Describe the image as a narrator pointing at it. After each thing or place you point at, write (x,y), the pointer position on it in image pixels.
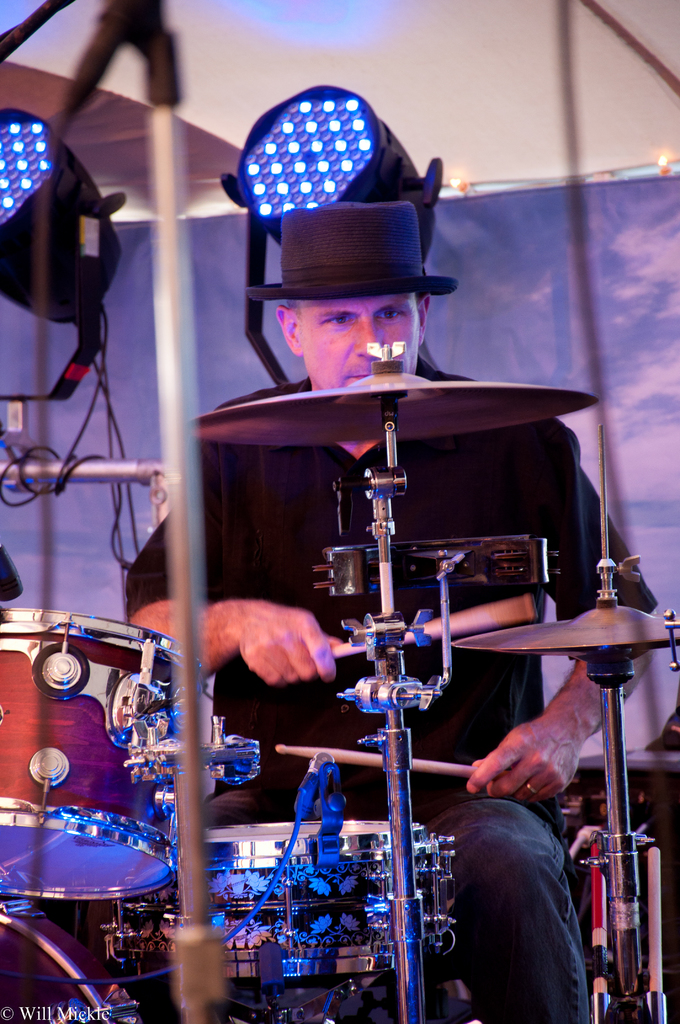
In this picture, there is a man (354,326) playing drums (294,885) by holding sticks (360,645) in his hands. He is wearing black shirt (472,485) and black hat (356,295). In the background (493,220), there is a wall (503,258).
